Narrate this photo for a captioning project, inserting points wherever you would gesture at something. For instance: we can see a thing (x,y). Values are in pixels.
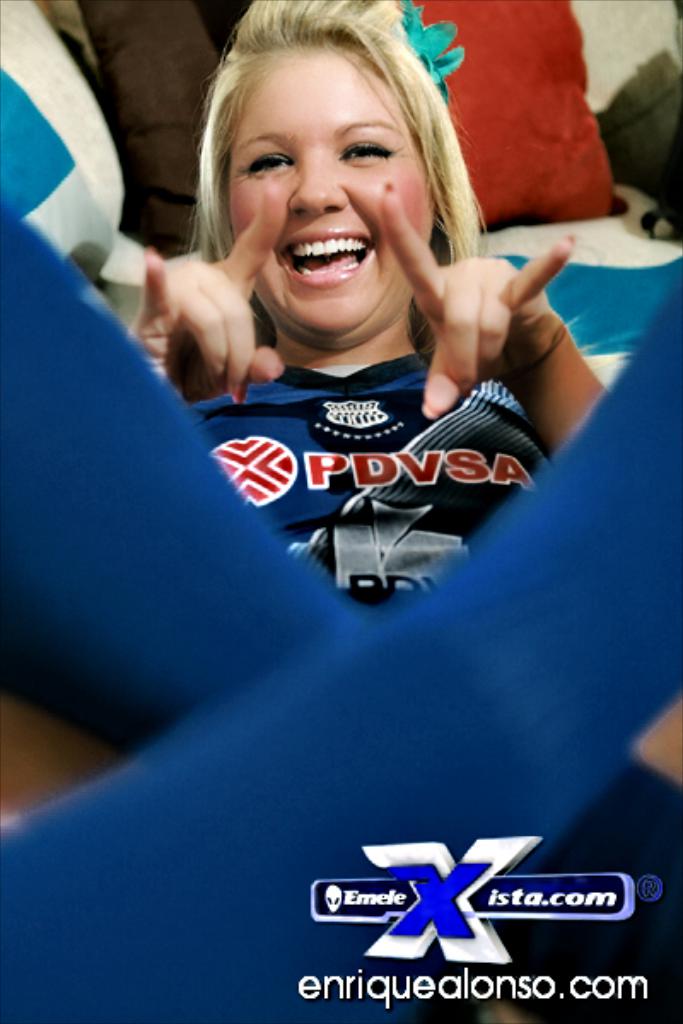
In this image we can see a person (377,461) and pillows (495,66) in the background (555,218).
